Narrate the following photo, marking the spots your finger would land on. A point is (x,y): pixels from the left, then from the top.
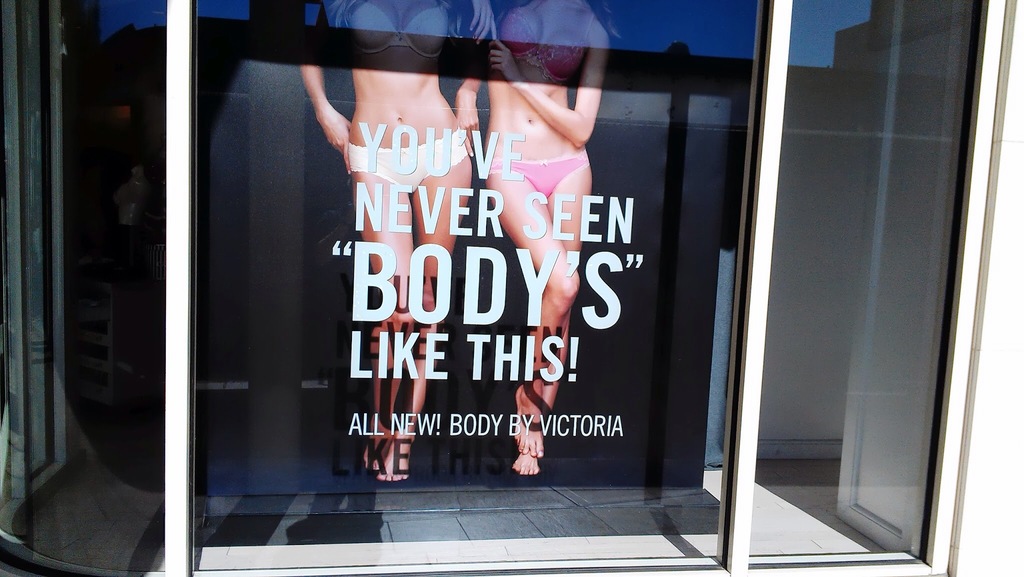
In this image, we can see glass objects (472,514). Here we can see a text (516,375) on the glass (384,440). Through the glass (326,339) we can see banner (650,289). At the bottom (482,535), there is a floor (548,547).
